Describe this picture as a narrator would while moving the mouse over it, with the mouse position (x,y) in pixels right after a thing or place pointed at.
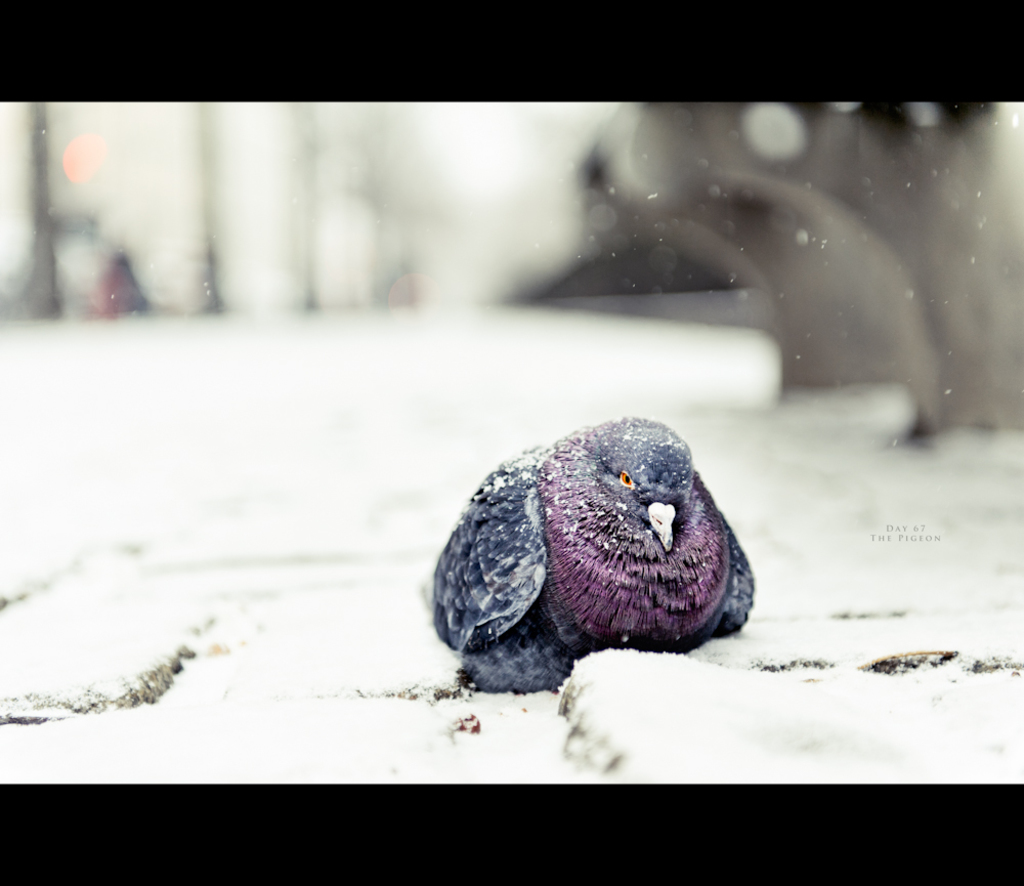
Here we can see a bird (531,557) and this is snow (708,726). Background it is blur.
